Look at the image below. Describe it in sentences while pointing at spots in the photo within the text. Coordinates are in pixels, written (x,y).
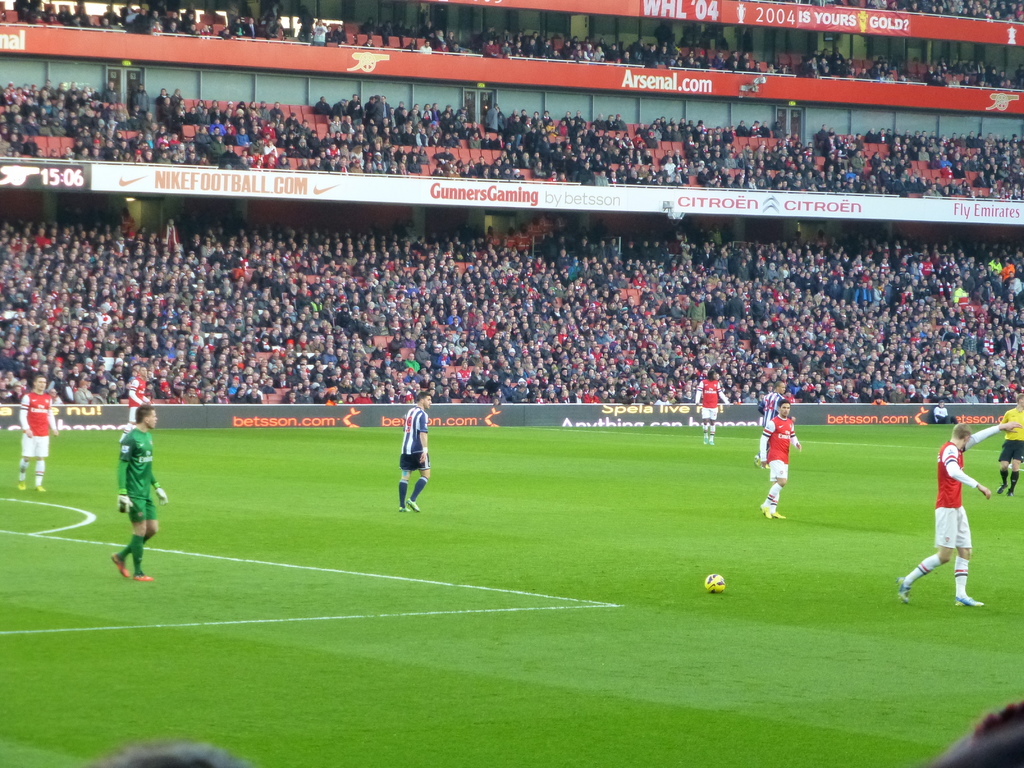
This is a football game stadium (173,589). We can see few persons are walking and there is a football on the ground (639,590). In the background (200,274) we can see audience (245,283) sitting on the chairs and few persons (349,107) are standing. We can also see hoardings (698,12).
